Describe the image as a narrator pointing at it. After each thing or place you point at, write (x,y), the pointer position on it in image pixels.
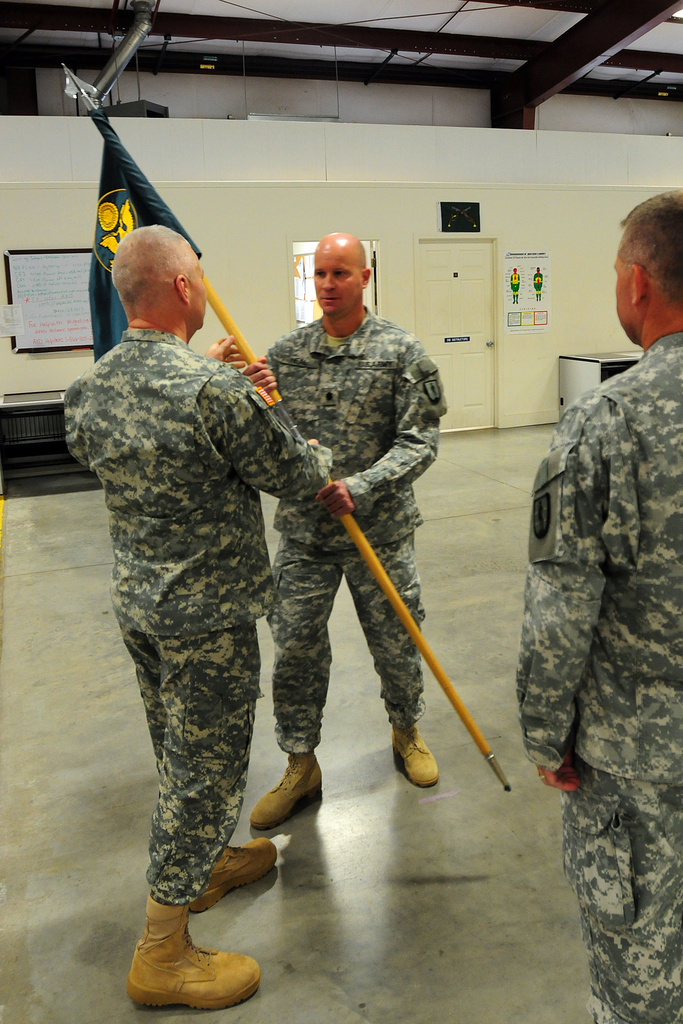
In the picture I can see two soldiers (249,409) standing and holding a rod (297,432) in their hands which has a flag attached to it and there is another person (619,606) standing in the right corner (596,731) and there is a door (443,361) and some other objects (15,265) in the background (25,261).
